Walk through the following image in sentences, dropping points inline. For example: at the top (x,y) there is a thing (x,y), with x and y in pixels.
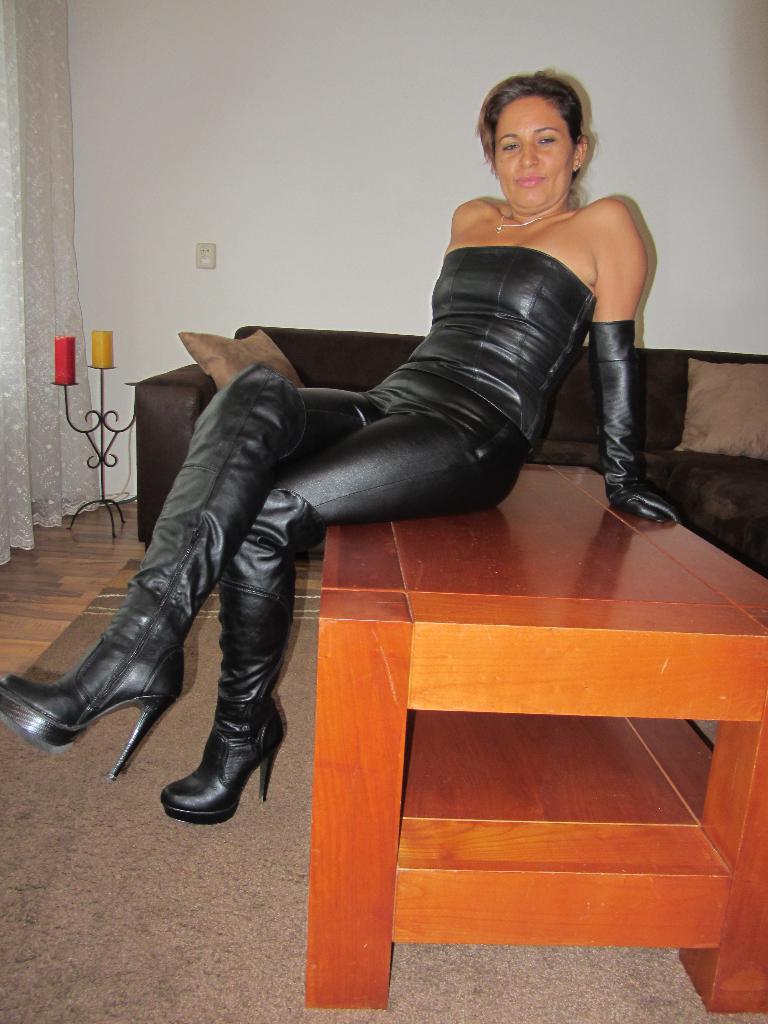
In this picture we can see woman (551,88) smiling and sitting on table (656,531) and beside to her there is sofa (283,341) and pillows (252,347) on it, candles stand (103,452) and in background (26,239) we can see curtain (57,117), wall (206,171).
